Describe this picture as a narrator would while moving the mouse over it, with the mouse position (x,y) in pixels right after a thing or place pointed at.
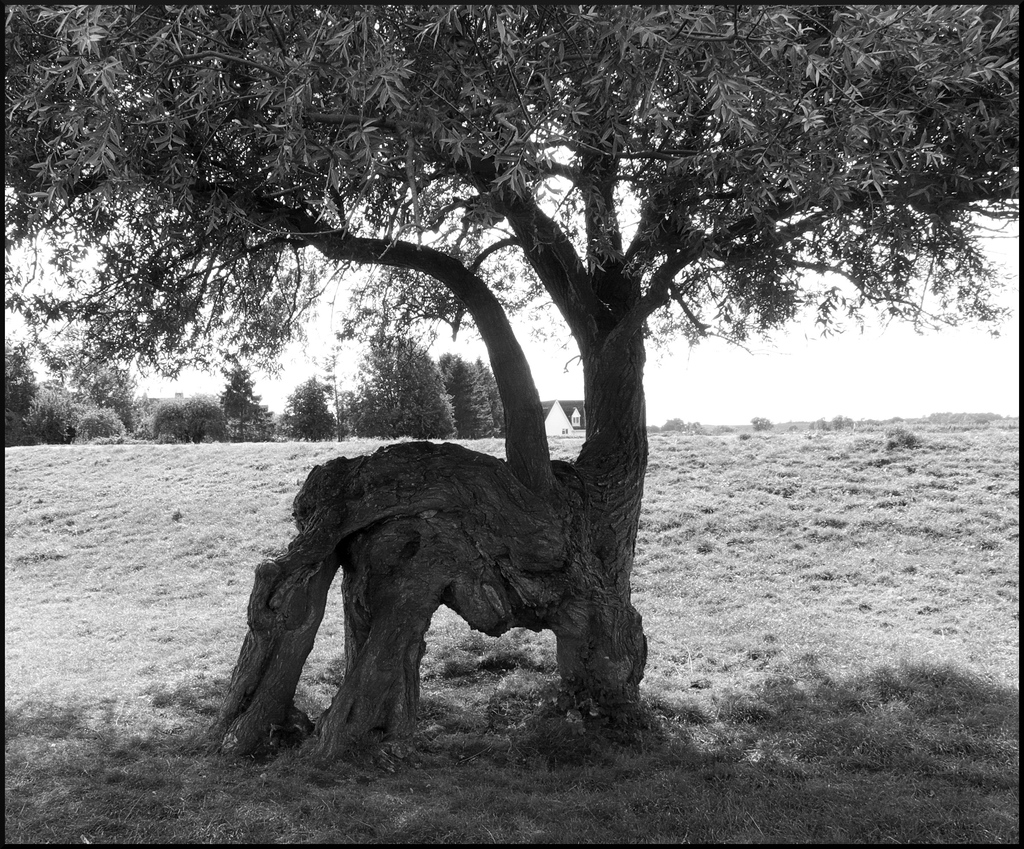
In this picture I can see there is a tree (579,332) and there are leafs (261,49) and in the backdrop (327,368) there are many other trees (242,427) and the sky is clear.
